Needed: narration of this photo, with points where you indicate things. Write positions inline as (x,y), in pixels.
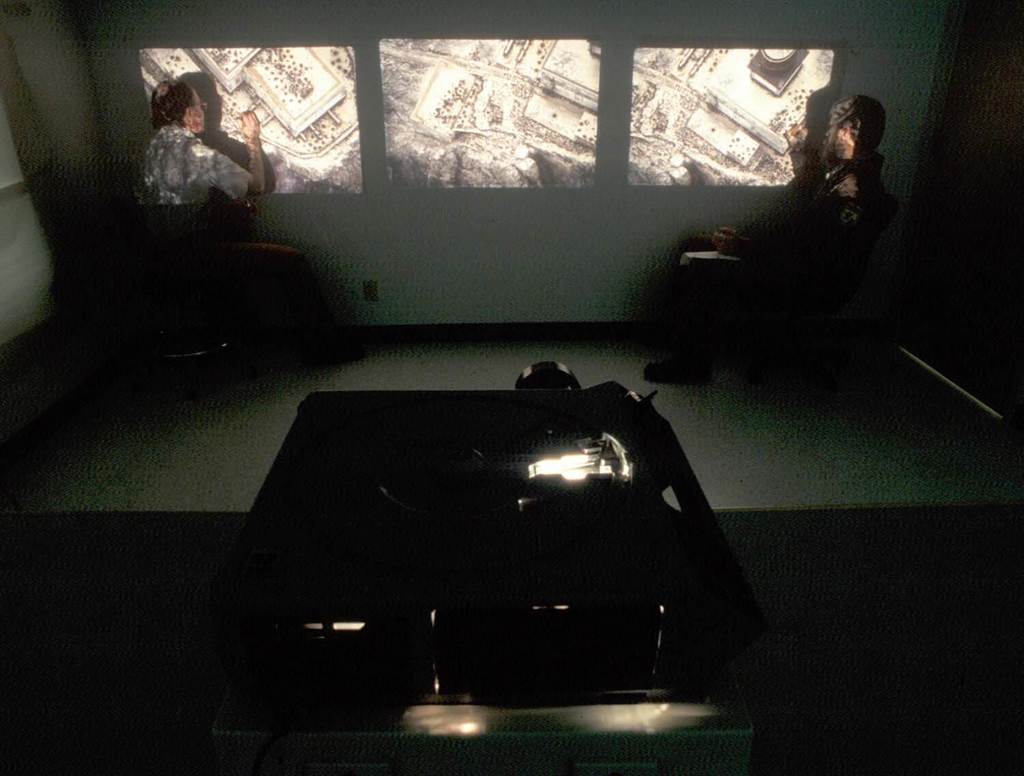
In this image we can see a projector (360,531). In the back (216,267) there are two persons (805,286) sitting. Also there is a wall (180,45) with some images (533,121).
